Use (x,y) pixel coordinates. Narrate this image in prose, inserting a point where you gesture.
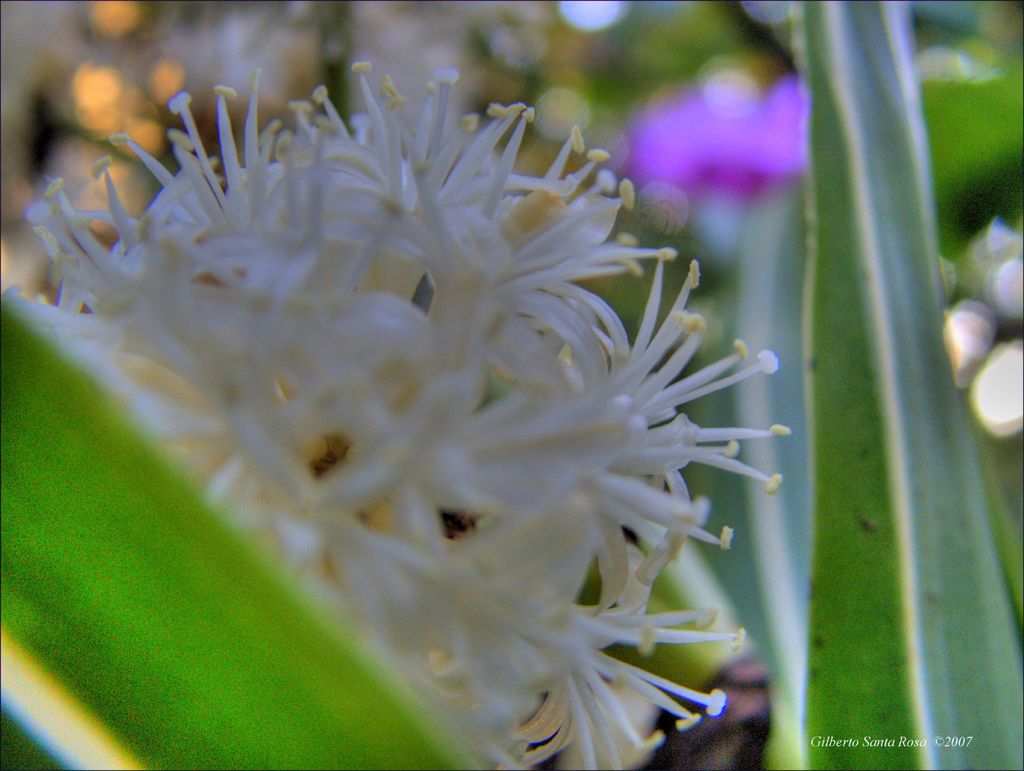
In this image I can see the flower (406,365) which is in white and yellow color. In the background (232,64) I can see few more plants (823,350). But the background (272,53) is blurred.
